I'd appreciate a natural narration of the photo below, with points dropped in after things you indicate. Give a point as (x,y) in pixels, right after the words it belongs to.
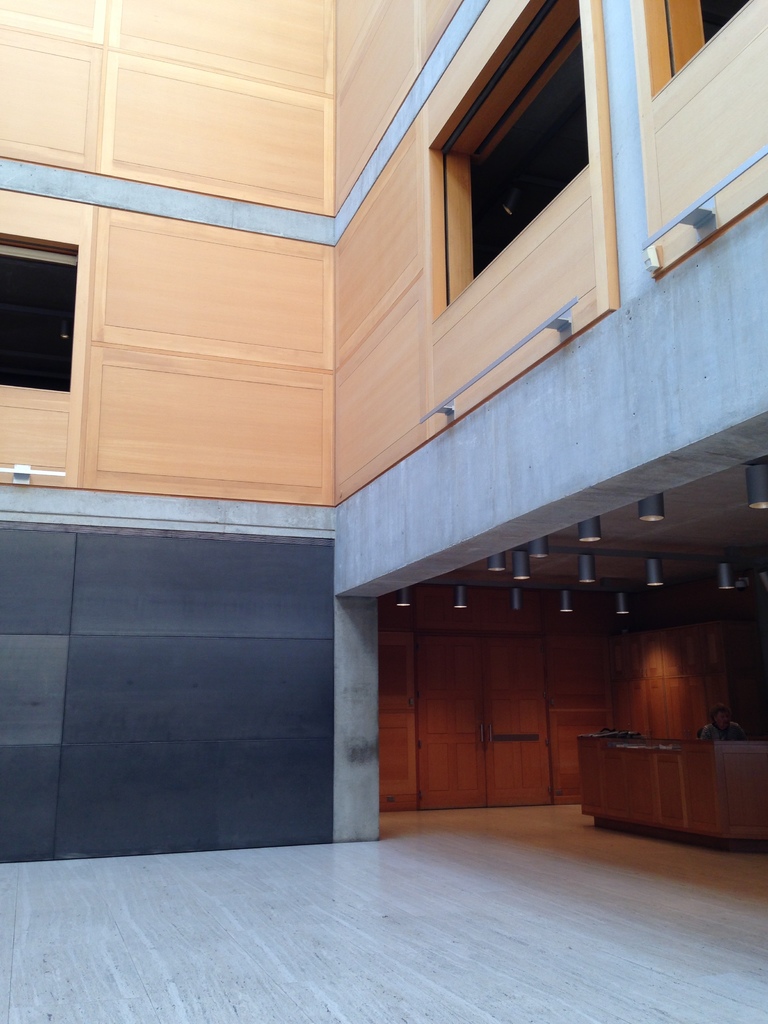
In this image we can see wooden wall (279,243), glass windows (547,161), lights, door (524,664), desk (585,764) and a person (723,719).
